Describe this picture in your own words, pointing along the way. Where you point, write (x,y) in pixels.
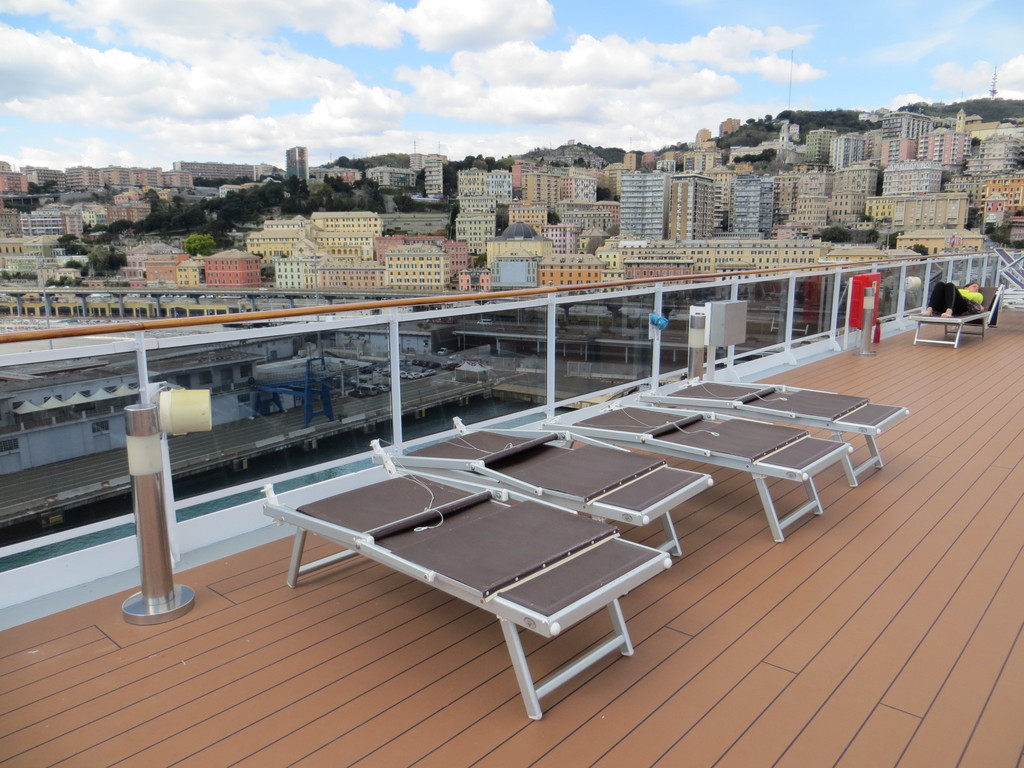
In the foreground of the picture (833,425) we can see objects (545,515) which are looking like benches (805,424), railing (897,321), person (935,301) and floor (926,328). In the middle of the picture (430,283) there are buildings (464,236), trees (192,218) and other objects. At the top (472,54) there is sky (297,56).
